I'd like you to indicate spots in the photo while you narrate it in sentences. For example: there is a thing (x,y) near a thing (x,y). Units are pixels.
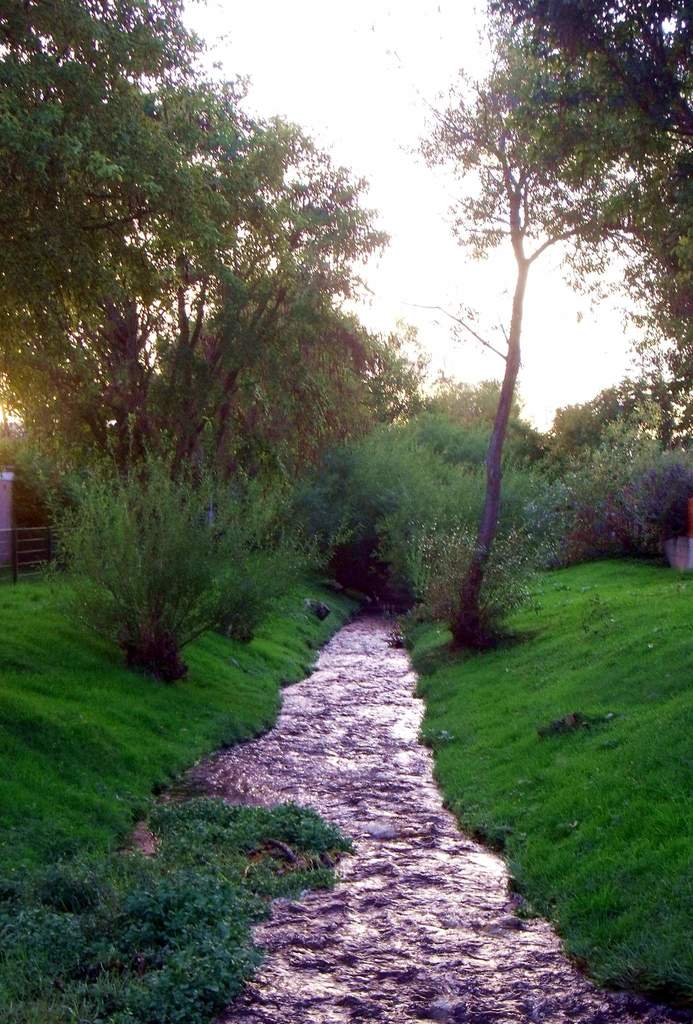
In this image in the center (348,643) there is water (408,906). In the background (494,460) there is grass (208,680) on the ground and there are trees (199,438), on the left side (27,552) there is a fence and there is a wall (3,495). At the top (361,111) there is sky (409,126).
